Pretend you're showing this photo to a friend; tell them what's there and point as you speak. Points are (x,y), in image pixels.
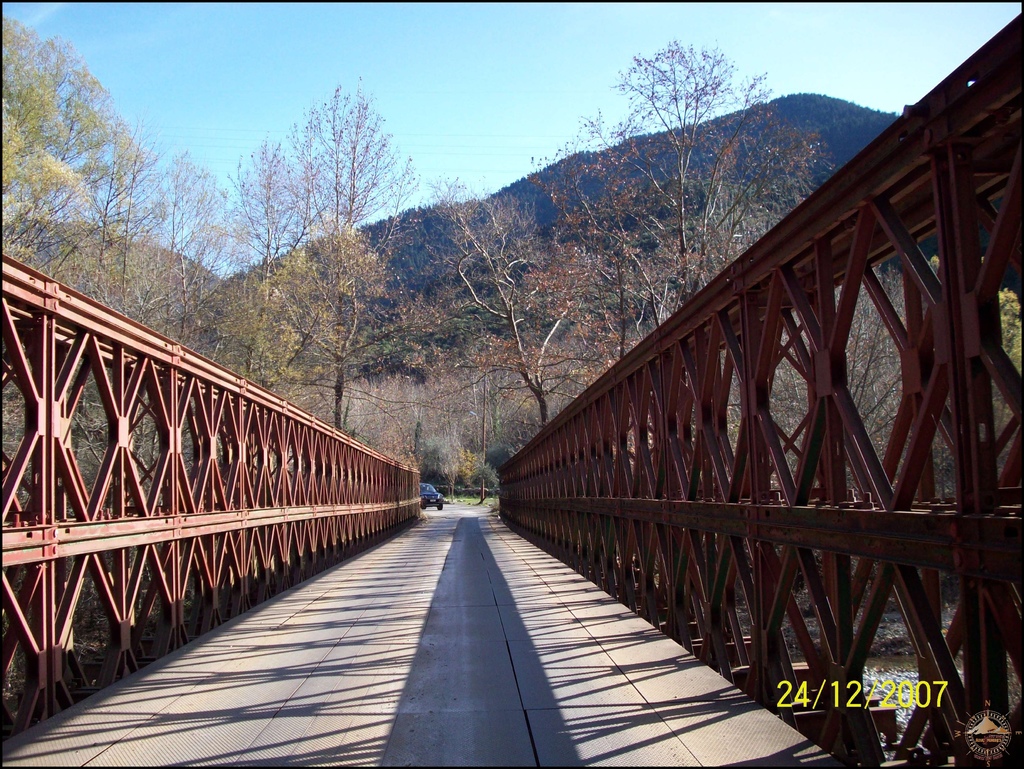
In this image we can see a bridge (472,605) and a vehicle (441,499) on the ground (445,517). There are trees (336,218), mountain (606,145) and sky (380,52) in the background (380,52).
